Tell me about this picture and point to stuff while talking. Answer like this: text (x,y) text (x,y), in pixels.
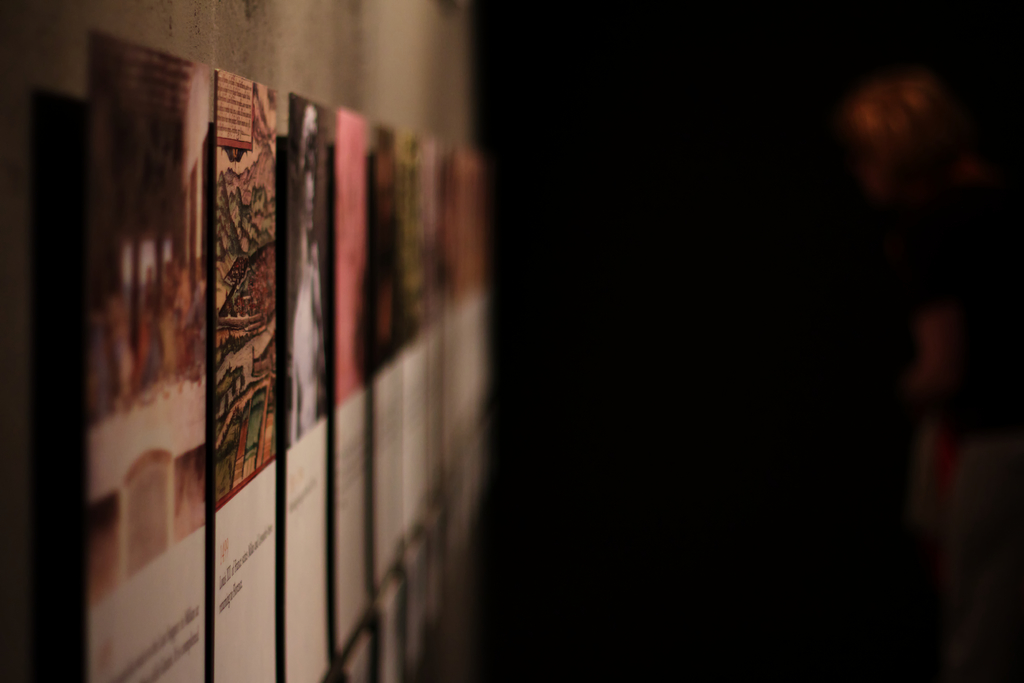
On the left side of the image (250,145) we can see boards (322,216) on the wall (356,41). In the background of the image (954,503) it is dark and we can see a person (927,340).
